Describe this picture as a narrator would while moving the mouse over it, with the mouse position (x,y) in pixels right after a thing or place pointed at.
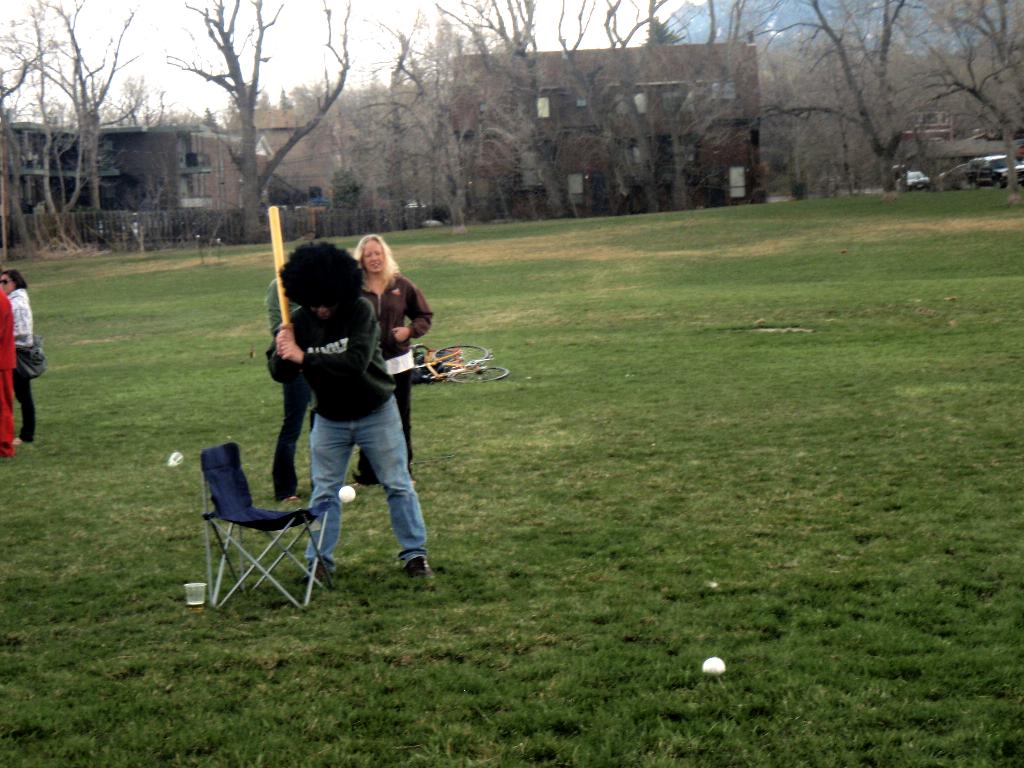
In this image I can see group of people (392,517) standing. The person (354,395) in front (351,383) wearing green color shirt (359,408), blue color pant (379,467) and holding some object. In front (233,518) I can see a ball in white color and a chair (258,518) in blue color, background (800,84) I can see dried trees (787,80), buildings (507,71), and sky (278,58) in white color.
